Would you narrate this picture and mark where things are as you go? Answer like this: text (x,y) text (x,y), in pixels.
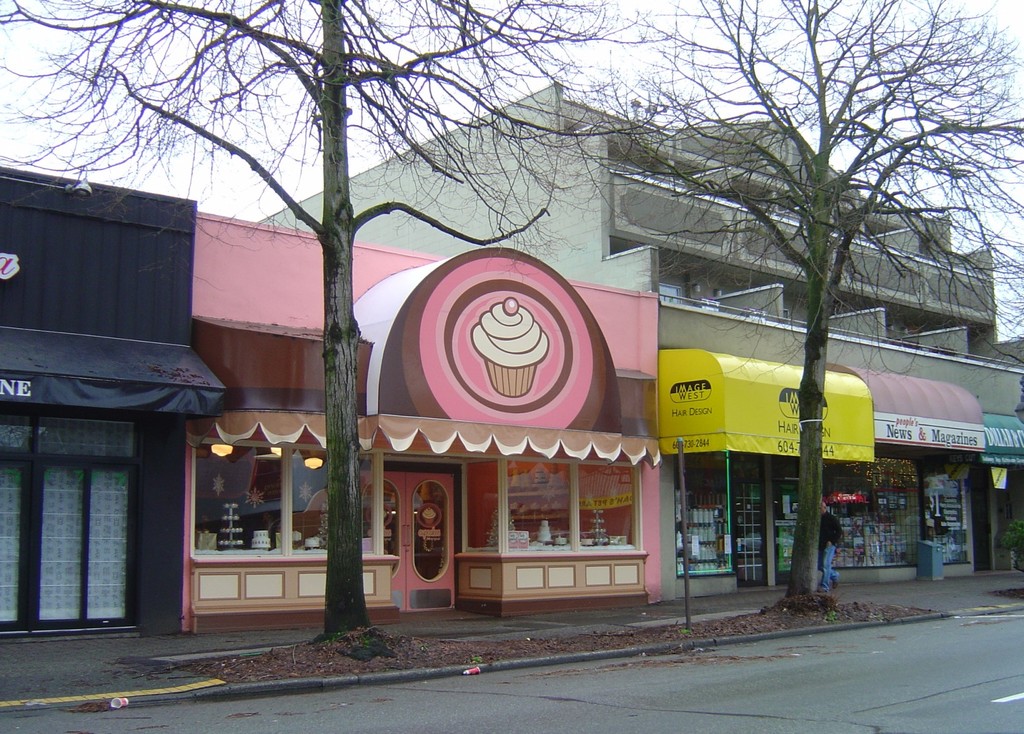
This picture shows a building (571,249) and we see few stores (420,287) and we see couple of trees (730,194) and few name boards (860,451) and a cloudy sky (434,65).
